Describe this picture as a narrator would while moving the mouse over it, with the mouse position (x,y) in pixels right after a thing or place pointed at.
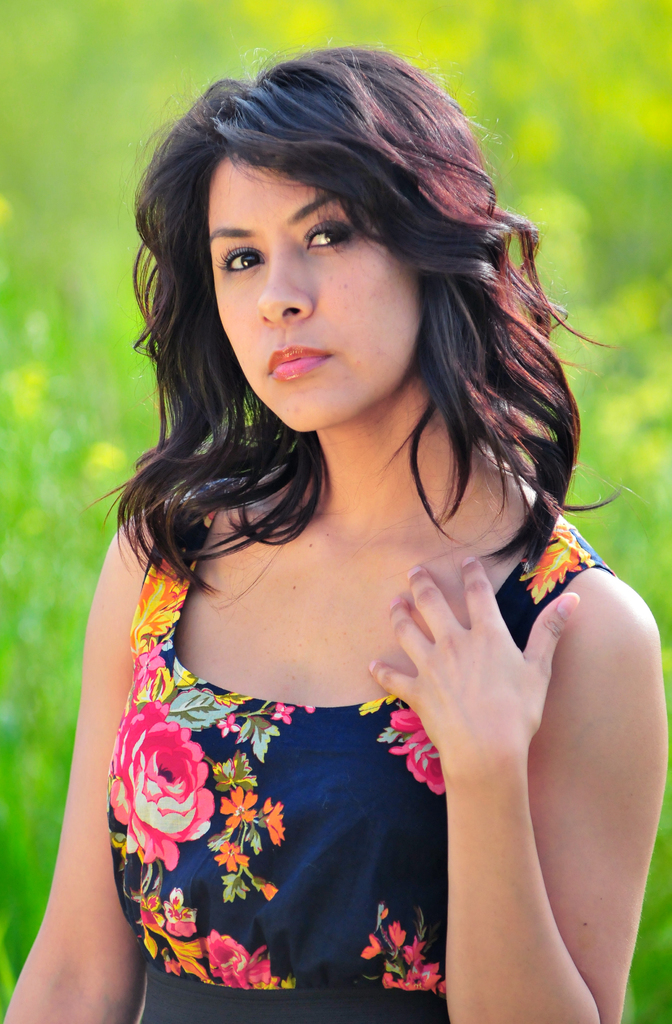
In this image, we can see a person (447,706) wearing clothes (387,722). In the background (128,417), image is blurred.
